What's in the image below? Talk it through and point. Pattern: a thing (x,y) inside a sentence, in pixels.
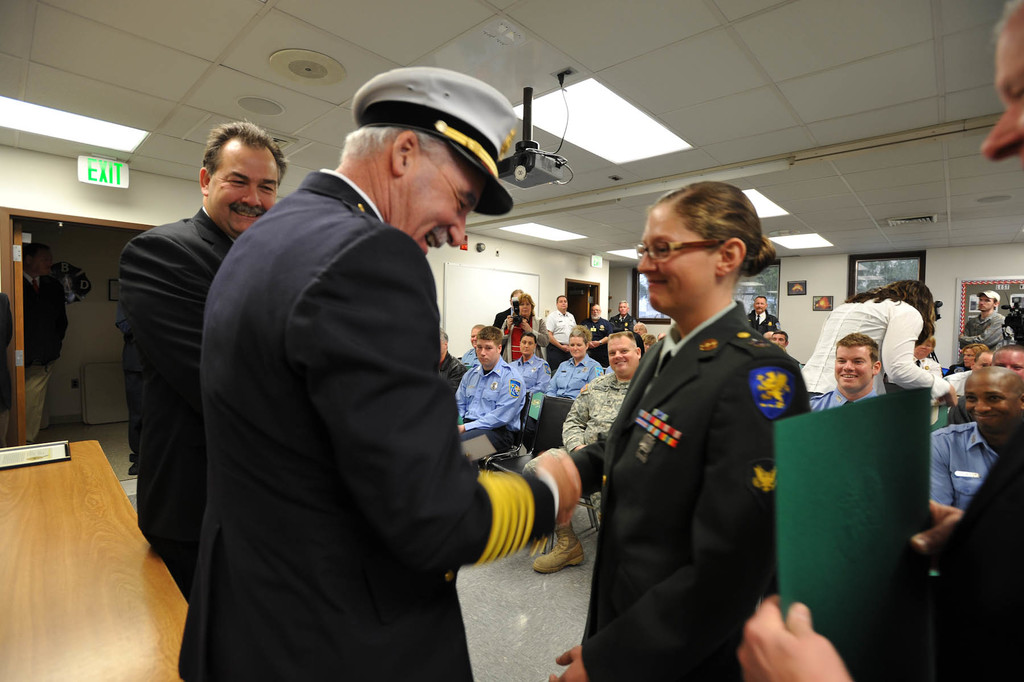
Here we can see a group of people (490,334). This man (942,603) is holding a file (903,502). Here we can see a projector (544,177) and exit board (85,170). Pictures (817,299) are on the wall (832,293).
